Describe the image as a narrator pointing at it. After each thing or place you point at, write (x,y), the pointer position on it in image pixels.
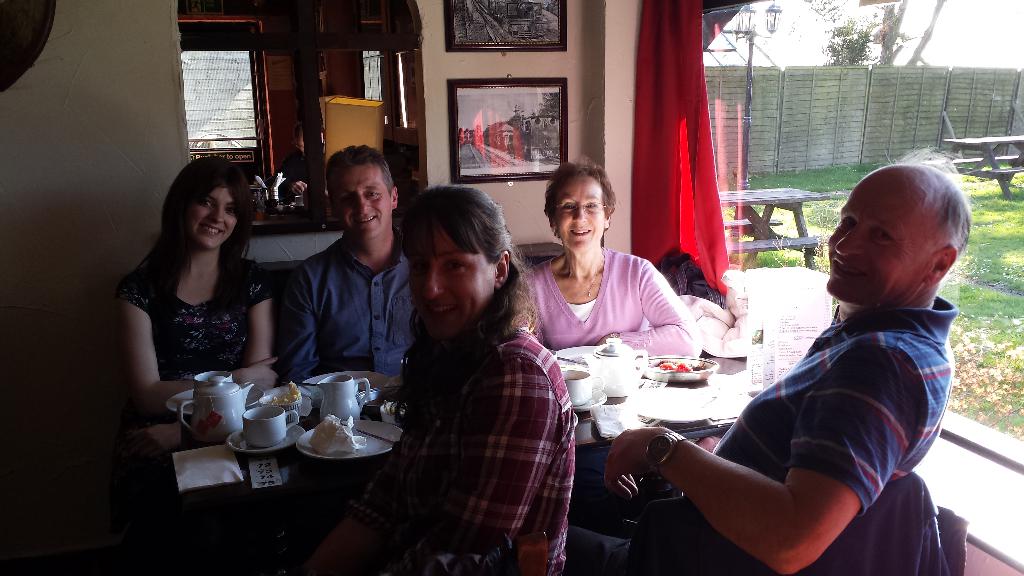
In this image i can see three women (510,292) and two men (343,275) sitting there are few cups (259,444), jug (225,420), paper (271,472) on a table (296,458) at the back ground (237,107) i can see a window (246,117), frame (473,105) attached to a wall (480,60), curtain (676,117), tree (874,28) and a sky (919,28).
